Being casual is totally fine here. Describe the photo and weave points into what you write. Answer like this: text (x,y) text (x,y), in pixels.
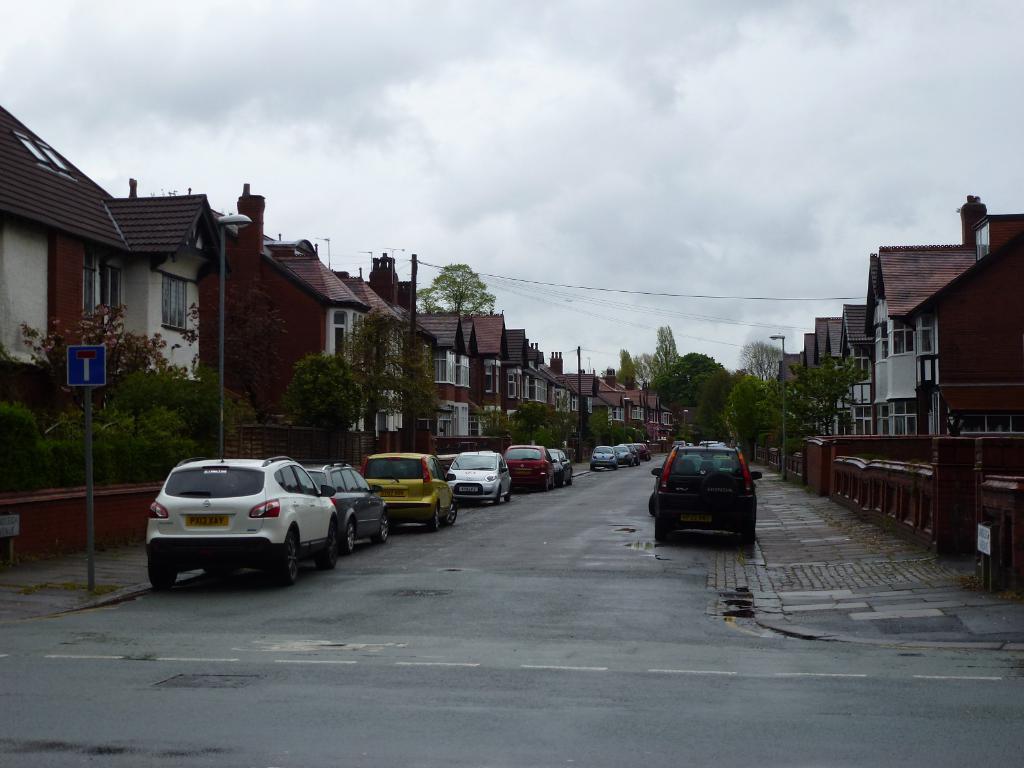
This is a street view, in this image there are cars (372,525) parked on the road (535,588), on the either side of the road (426,541) there are sign boards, trees (214,447) and buildings (283,385).
